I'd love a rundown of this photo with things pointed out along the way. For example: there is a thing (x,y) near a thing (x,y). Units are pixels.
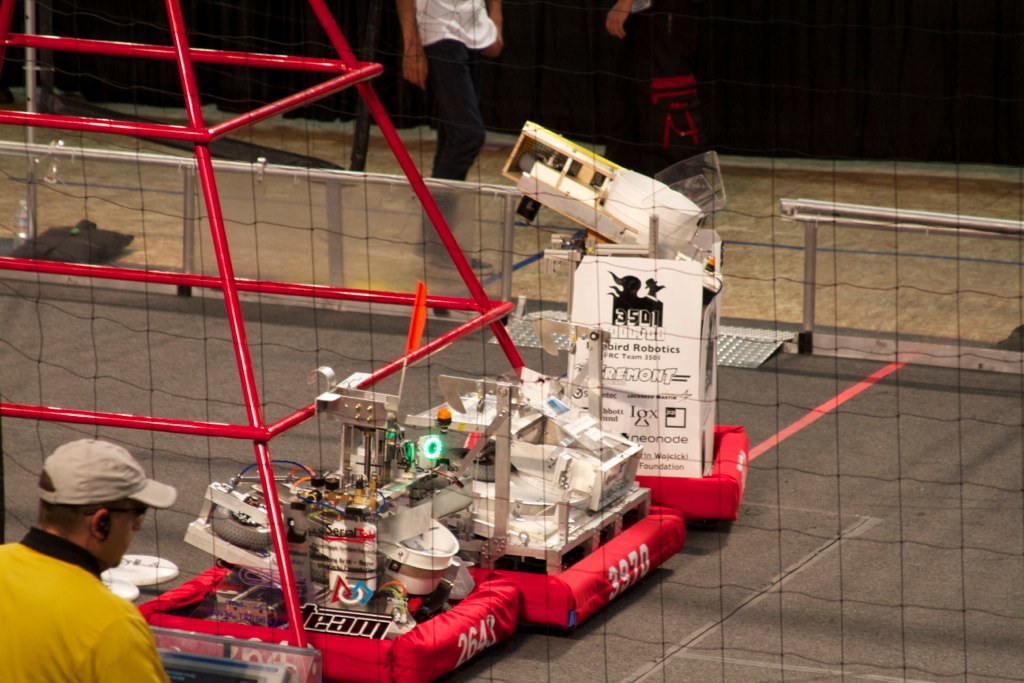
In the picture I can see people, a net (498,130), machines (450,477) and some other things (504,350). In the background (446,254) I can see a fence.
